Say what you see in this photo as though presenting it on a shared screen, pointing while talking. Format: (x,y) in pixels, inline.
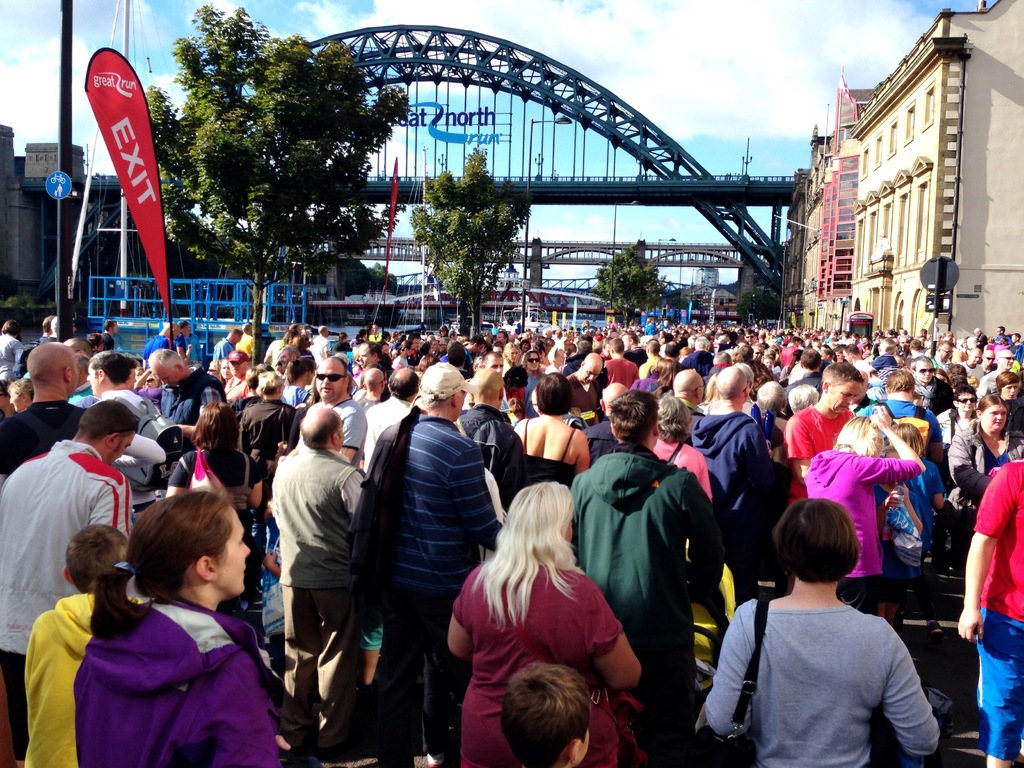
In this picture I can see group of people (122,717). I can see bridges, poles (86,182), boards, buildings (952,78), advertising flags (121,157), trees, and in the background (692,73) there is the sky (603,72).
